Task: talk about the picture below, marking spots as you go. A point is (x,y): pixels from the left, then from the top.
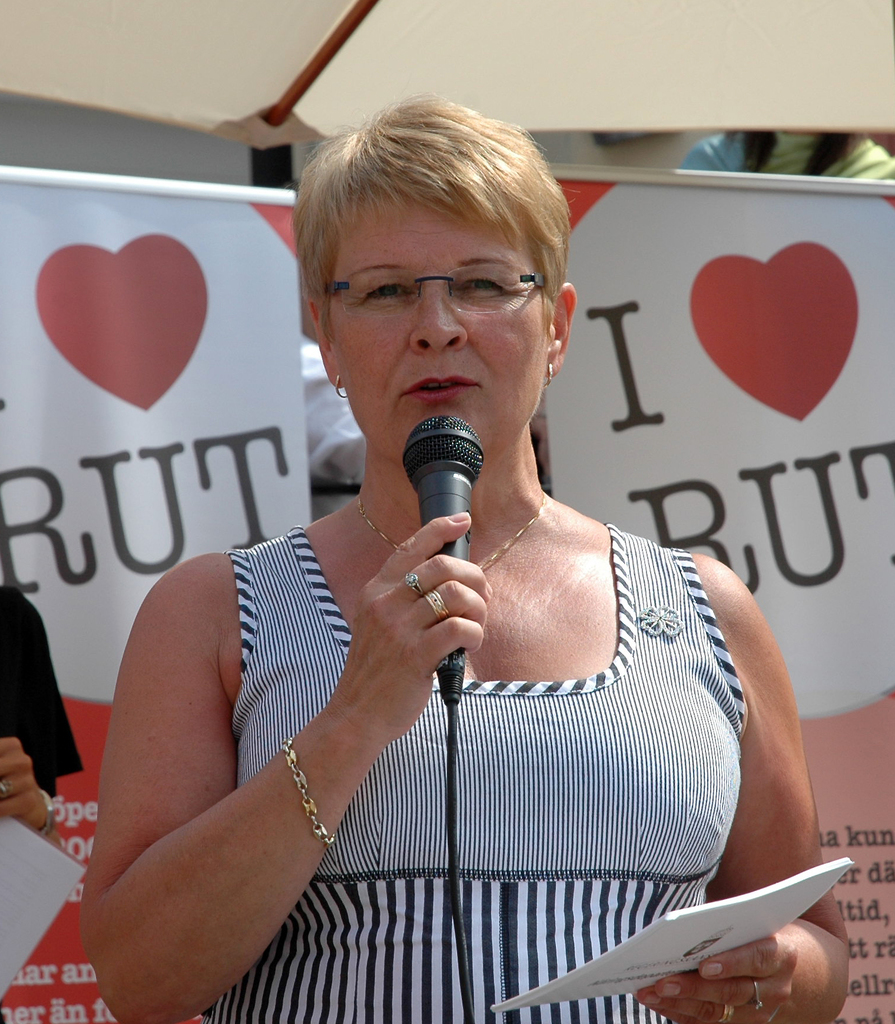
This is a picture taken in the outdoors. The woman (540,781) in white and black dress (557,848) was holding a microphone (462,485) and a book (684,947) and the woman (507,478) is wearing a bracelet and rings (439,610) to her hand (400,657). Behind the woman (445,708) there are banners (713,524) and some other person (38,756) is holding a paper (36,854). On top of the woman (369,507) is a tent (598,81).
